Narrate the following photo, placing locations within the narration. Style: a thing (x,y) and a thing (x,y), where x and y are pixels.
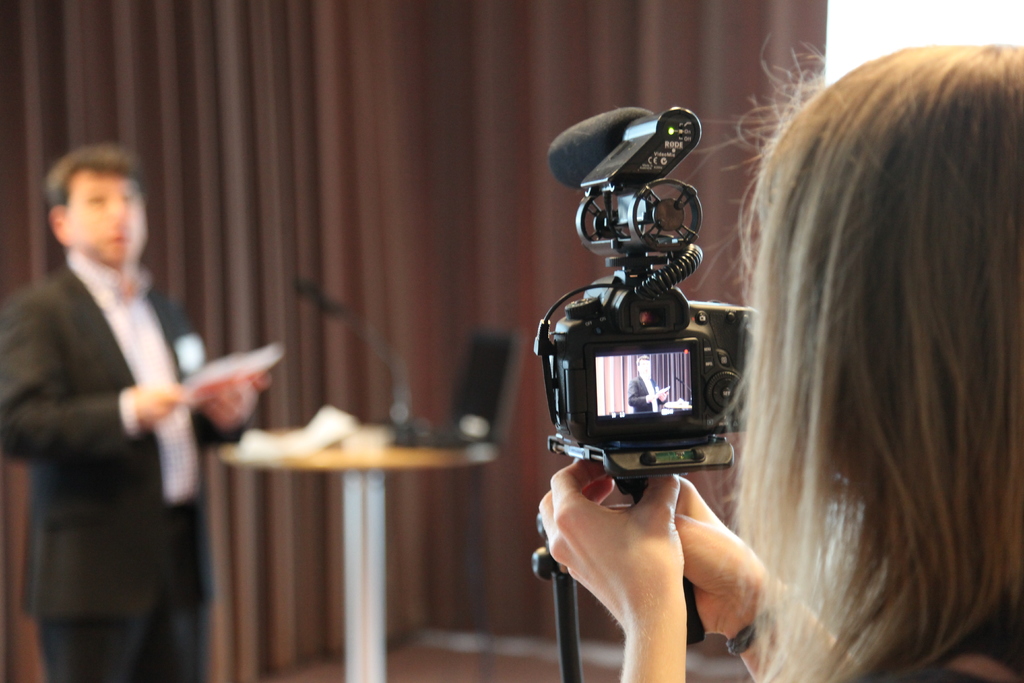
In this picture there is a lady (680,514) holding the camera (619,394) with the stand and taking the picture of a man (137,312) who is standing in front of her wearing black suit (131,439) and standing in front of the table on which there is a system (472,393) and a mic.
